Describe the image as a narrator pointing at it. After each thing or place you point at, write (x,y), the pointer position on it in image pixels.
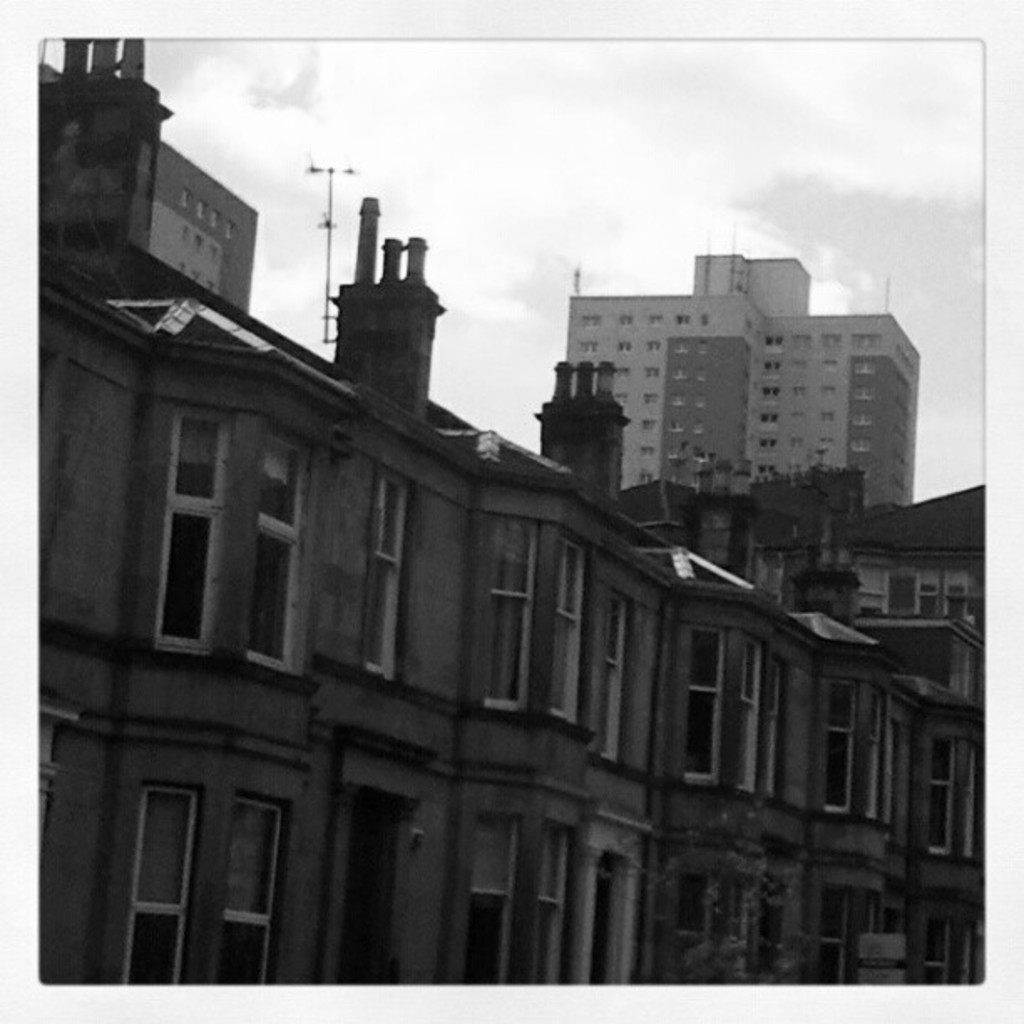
In this picture there are buildings (818,517) in the center of the image (541,500) on which, there are glass window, there is sky (657,184) at the top side of the image (657,184).
